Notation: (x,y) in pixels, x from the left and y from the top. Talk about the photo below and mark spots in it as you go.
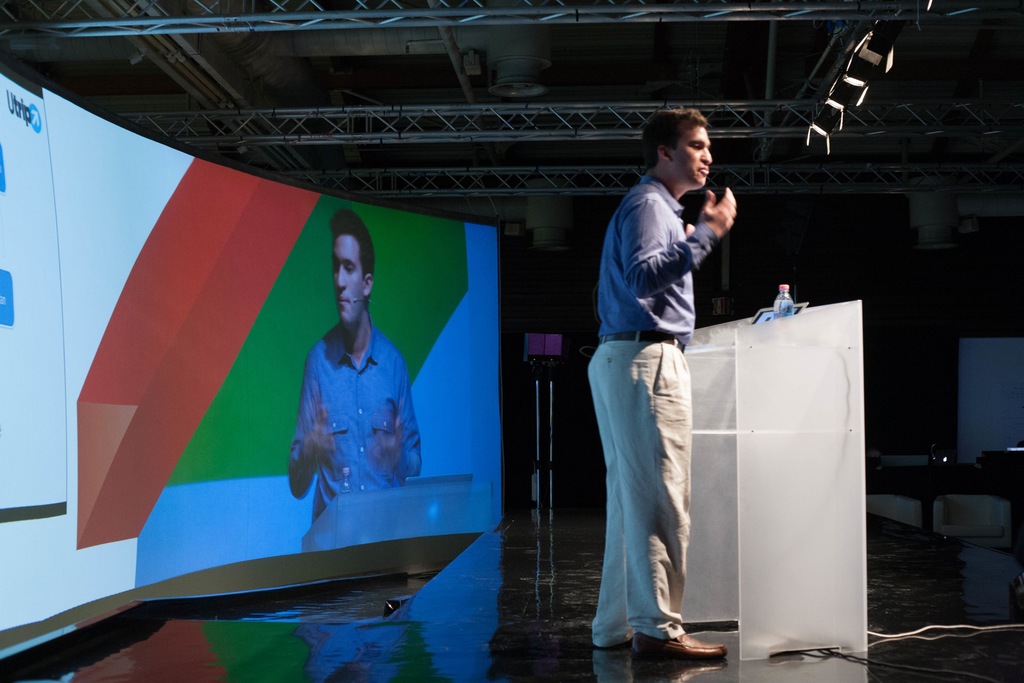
The image is clicked in a conference where we observe a guy (631,325) who is giving a speech and in the background (405,427) we observe a electronic board (56,141) on which U trip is being displayed.
